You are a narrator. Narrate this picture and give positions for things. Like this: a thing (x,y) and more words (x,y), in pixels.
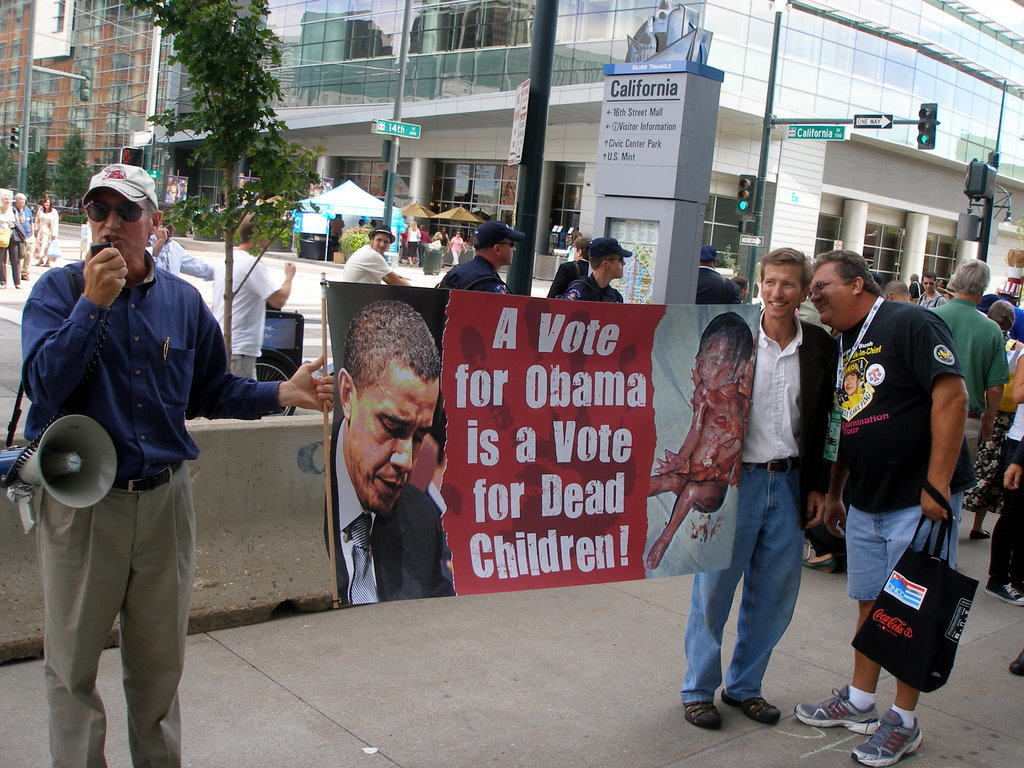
In the image we can see there are many people (757,424) around they are wearing clothes (890,471), shoes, cap (106,184), goggle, this is a footpath (798,680), banner (609,461), speaker (60,471), tree (226,108), signal pole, electric wires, plant (343,248), pole (551,49), tent (361,195), buildings (432,67) and a bag (956,601).
